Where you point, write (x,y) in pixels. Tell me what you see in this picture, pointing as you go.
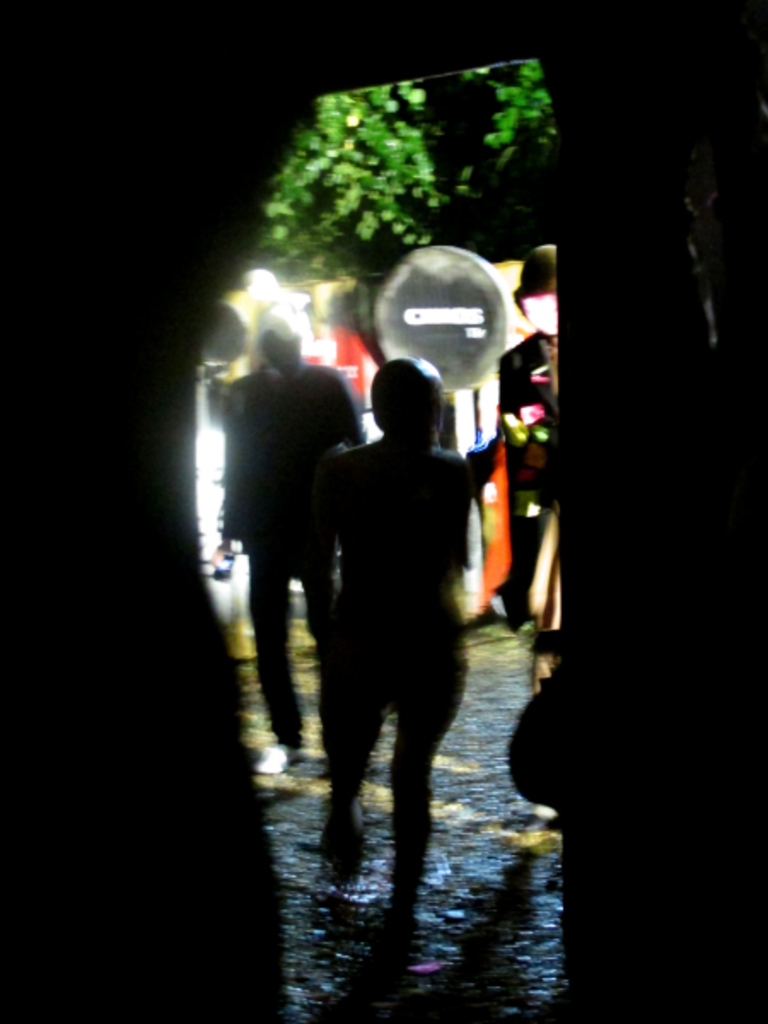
In this image there is a man (281,550) standing, he is holding an object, there is a man (376,534) walking, there is road (447,886) towards the bottom of the image (504,706), there is a wall (410,30), there is a tree (403,153), there is an object (476,365), there is text (459,312) on the object (466,285).
